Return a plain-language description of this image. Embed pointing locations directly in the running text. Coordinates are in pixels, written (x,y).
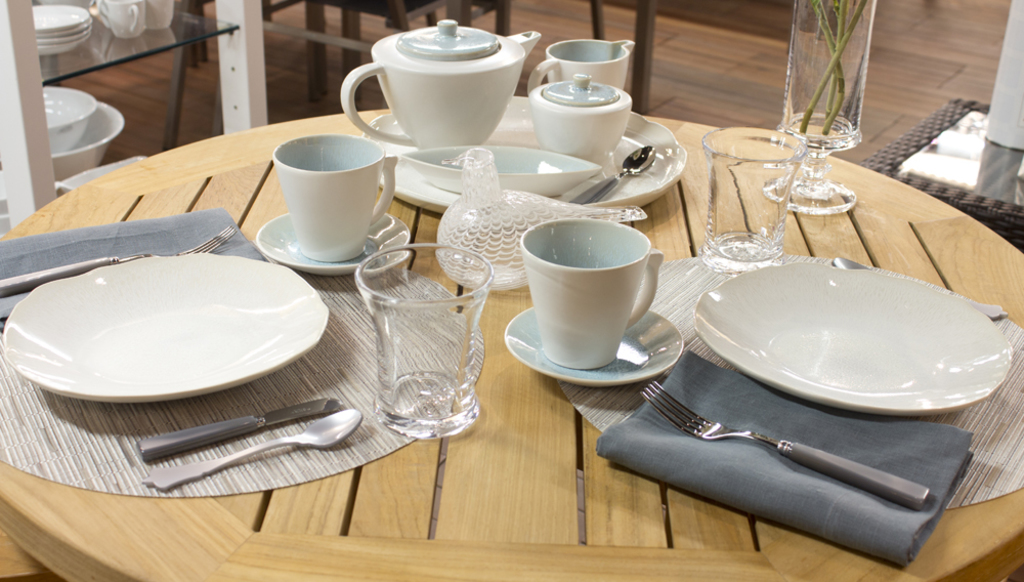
In this image I can see a table (833,561) and on this table (77,524) I can see few plates (282,281), cups (307,151), glass (414,377) and few spoons (229,456).
